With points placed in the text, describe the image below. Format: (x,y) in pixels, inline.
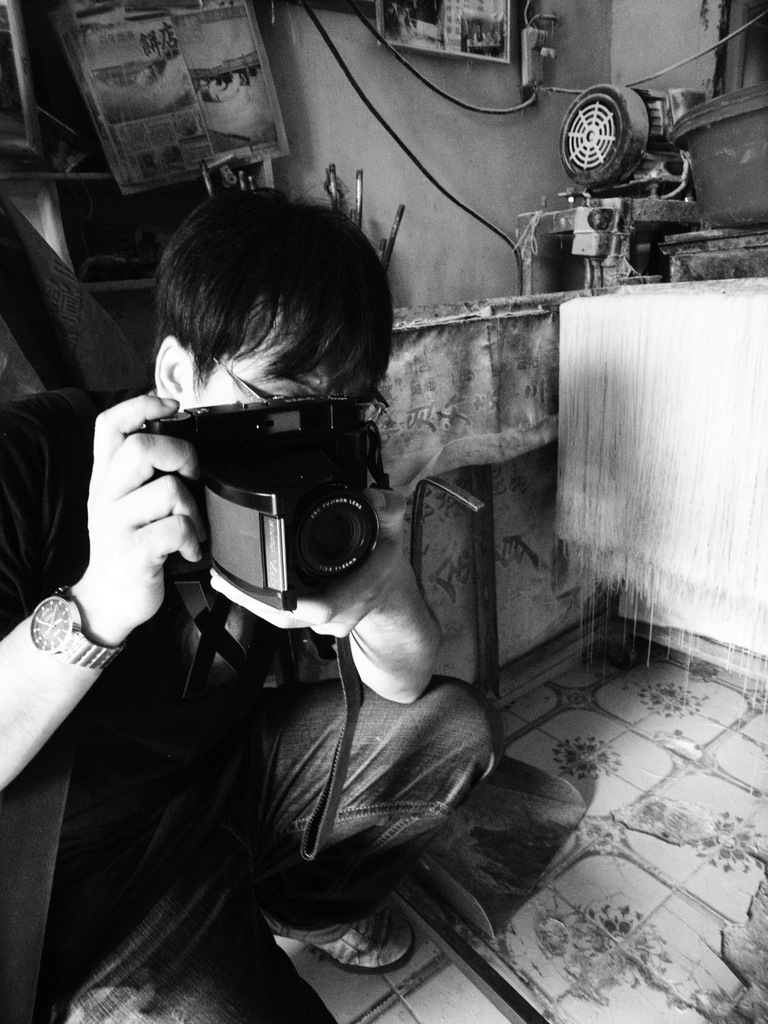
This is a black and white image, in this image there is a person (258,752) holding a camera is clicking the picture, behind the person (269,752) there are some objects (600,226) on a platform (482,344) and there are cables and there are some objects (217,81) hanging on the wall (568,35), on the wall (294,182) there are shelves (111,222) with some objects (139,235) in it.
